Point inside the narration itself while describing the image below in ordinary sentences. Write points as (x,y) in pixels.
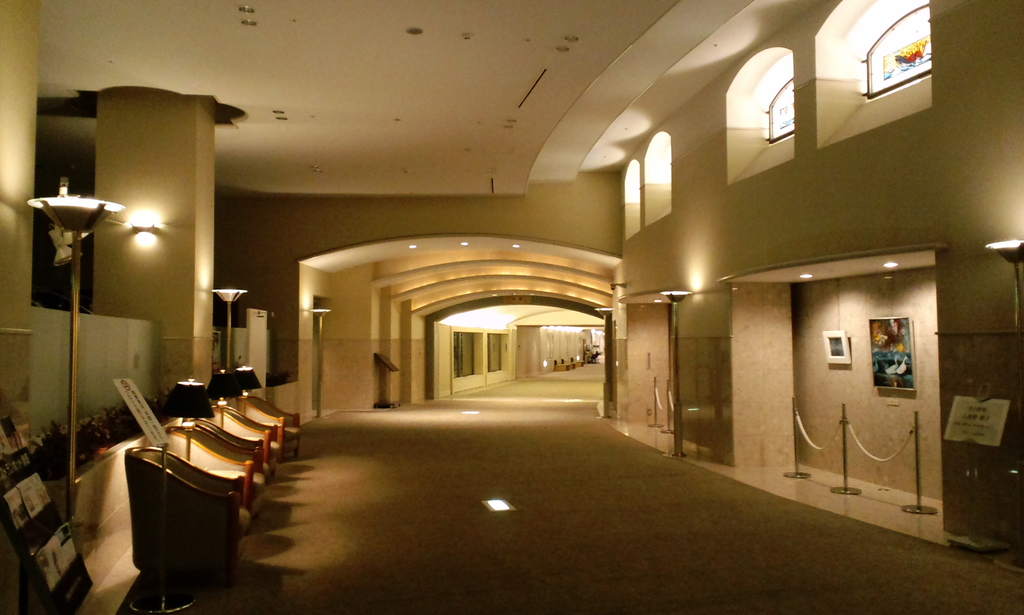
This image consists of sofas (155,483) along with the lamps (231,384). On the left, we can see some plants (105,418). On the right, we can see frames (877,347) on the wall (975,484). At the bottom (576,491), there is a floor (565,453). At the top (496,117), there is a roof (556,288). On the left (186,252), we can see a pillar (186,252) along with the light (56,228).
